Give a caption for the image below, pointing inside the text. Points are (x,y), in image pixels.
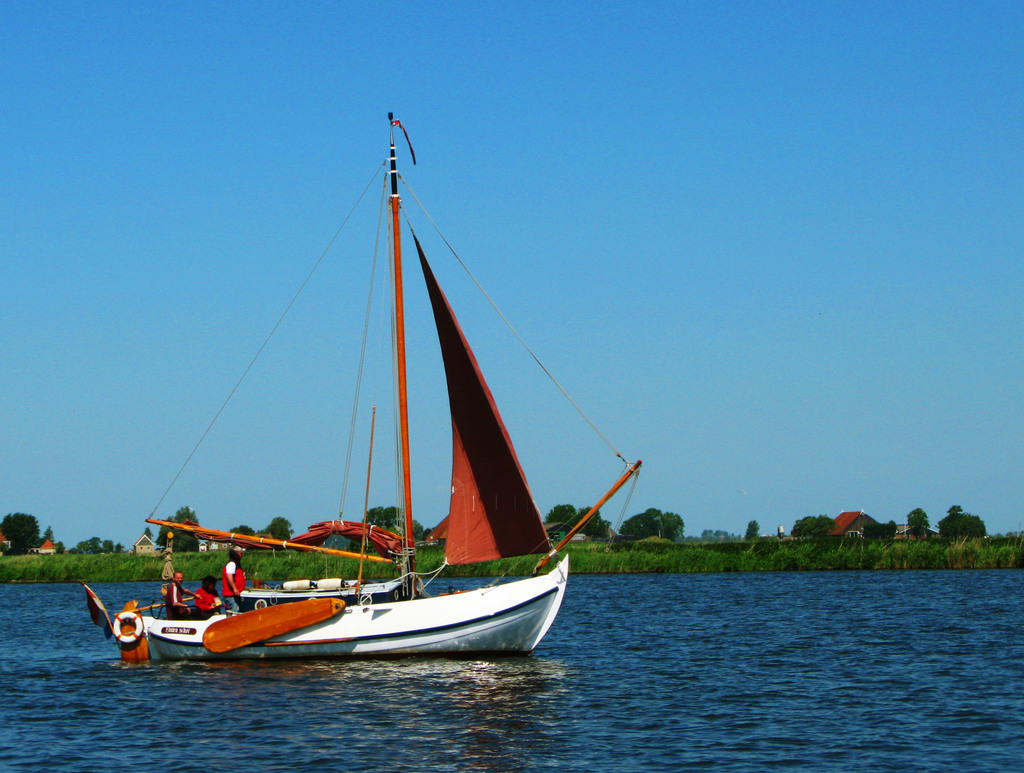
In this picture we can see a boat (391,563) with three people (204,613), swim tube (139,619) and some objects (236,622) on it, water (718,632), plants (866,563), trees (393,524), houses (849,528) and in the background (329,222) we can see the sky (178,207).
